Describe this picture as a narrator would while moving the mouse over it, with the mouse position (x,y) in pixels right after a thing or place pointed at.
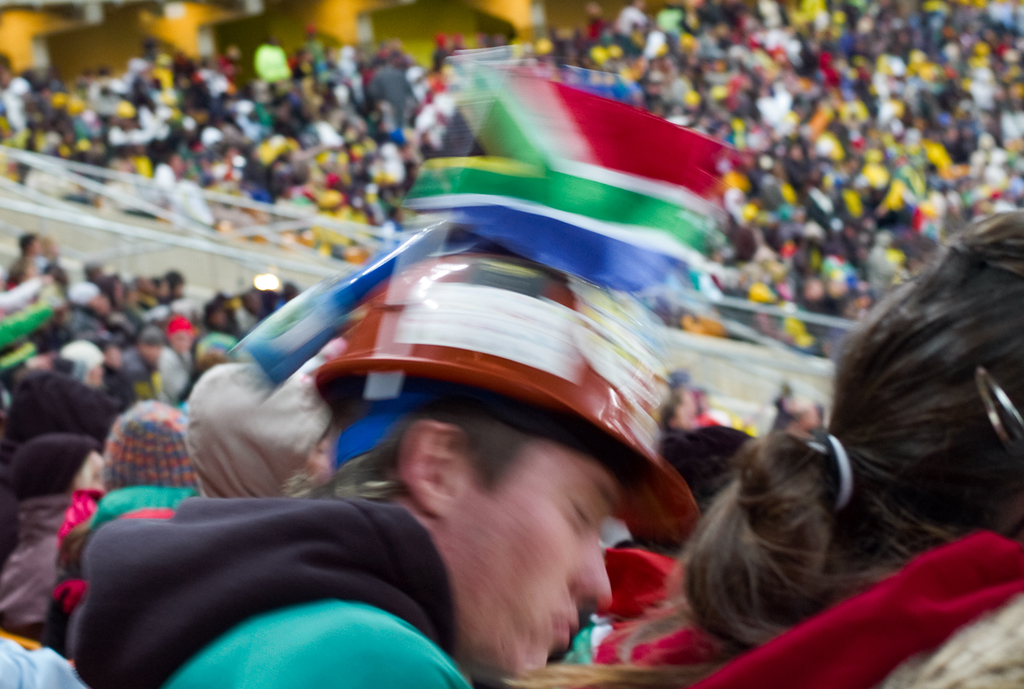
In this image I can see the group of people (370,462) with different color dresses (261,452). I can see few people (238,384) with caps (498,284). These people (258,311) are to the side of the white color railing (171,238). In the back (551,58) I can see few more people (850,47) but it is blurry.
